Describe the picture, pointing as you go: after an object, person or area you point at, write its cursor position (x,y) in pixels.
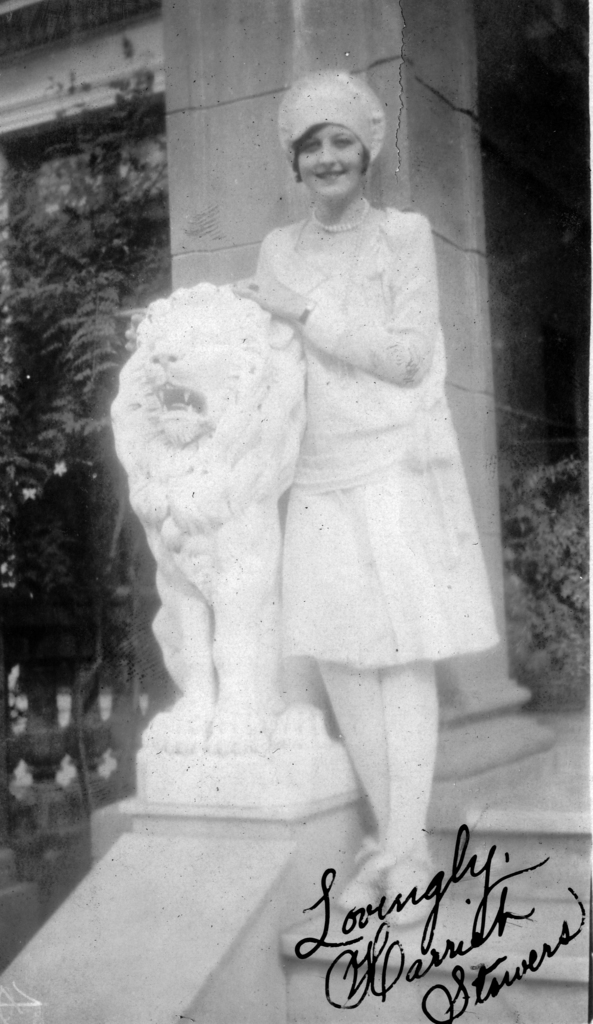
This is a black and white image, where a woman (405,538) standing near a lion statue (233,680) on the stair (416,945). In the background (384,65), there is a pillar (216,90), trees (67,271) and the building (63,45).
